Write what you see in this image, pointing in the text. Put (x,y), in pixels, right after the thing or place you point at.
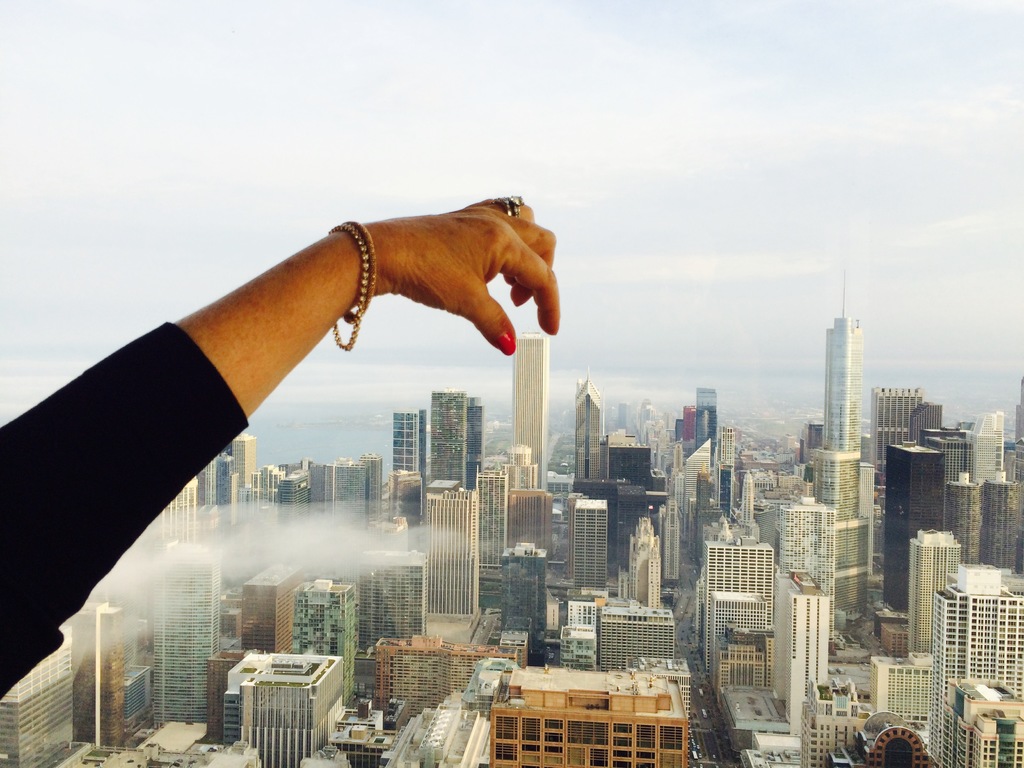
In this picture there is a hand (394,247) of a person (461,230) which has a tower building (530,382) seen in middle of her two fingers (508,346) and there are few other buildings (681,512) in the background (648,574).
